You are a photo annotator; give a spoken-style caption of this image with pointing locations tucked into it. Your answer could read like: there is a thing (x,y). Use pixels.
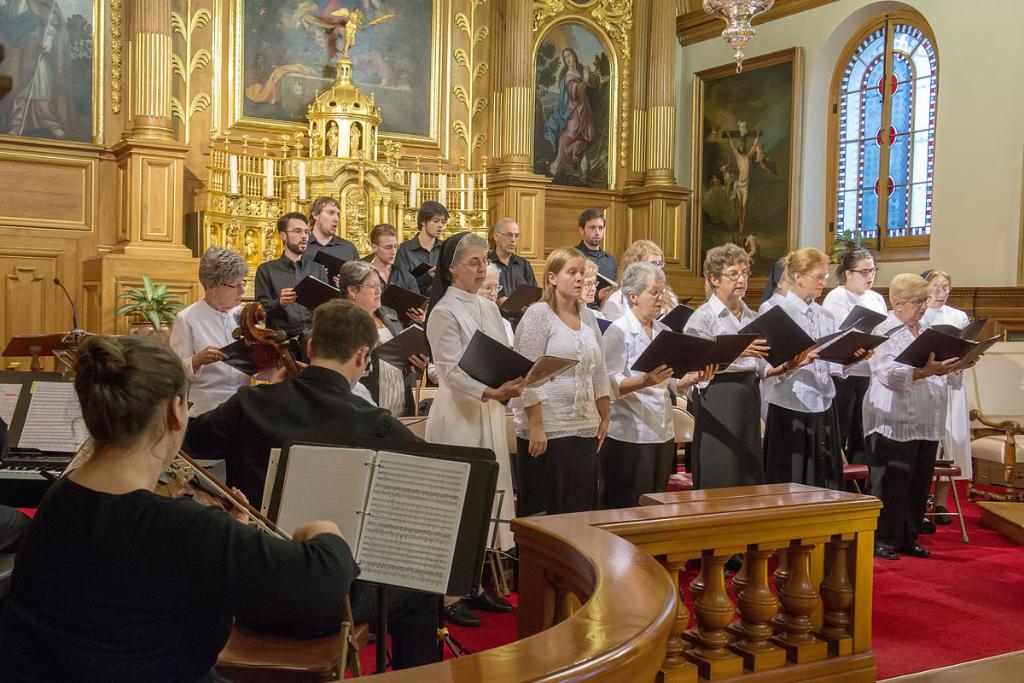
In this image I can see group of people (663,285), there are holding books (304,283), on the left side (115,503) there are some people (171,562) holding musical instruments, in front of them there is a podium (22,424) on which there are books (410,471), at the bottom (690,585) there is an wooden fence (603,610), at the top (990,44) there is the wall (180,90), on which there are photo frames (92,130), on which there are paintings (736,138), in the middle (366,230) there are objects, plant (168,307), on the right side (1001,449) there is a chair (1001,364) kept on the floor (997,533).
